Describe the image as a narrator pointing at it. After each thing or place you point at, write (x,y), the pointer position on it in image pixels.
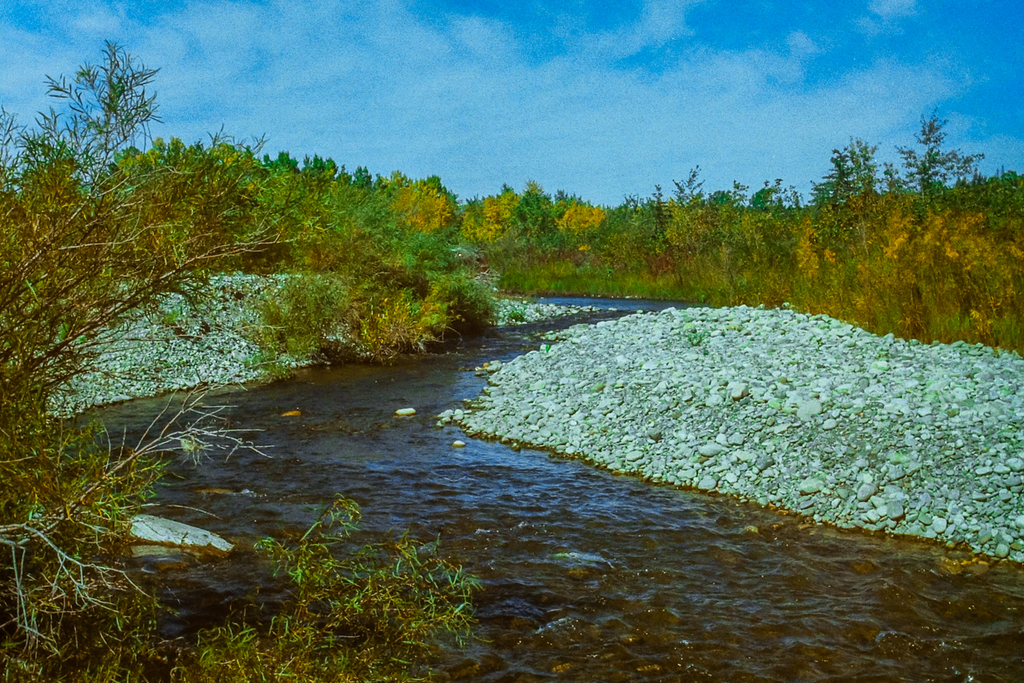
This image is clicked outside. At the bottom (937,668), there is water (264,508). In the front (899,351), we can see many rocks (565,406). To the left (269,265) and right, there are many trees (63,162). At the top (587,69), there are clouds (672,81) in the sky (619,106).
